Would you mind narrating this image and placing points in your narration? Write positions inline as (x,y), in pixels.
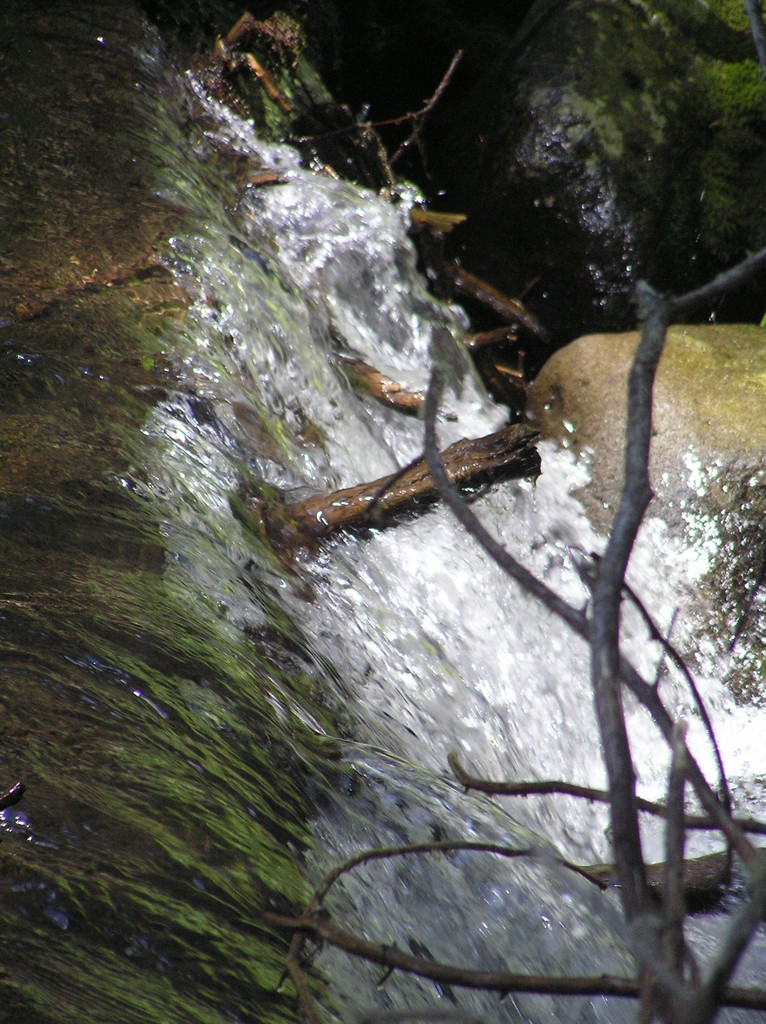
In this picture there is water (275,341) flowing from the stones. At the bottom right (686,1011) there are sticks (491,973).
